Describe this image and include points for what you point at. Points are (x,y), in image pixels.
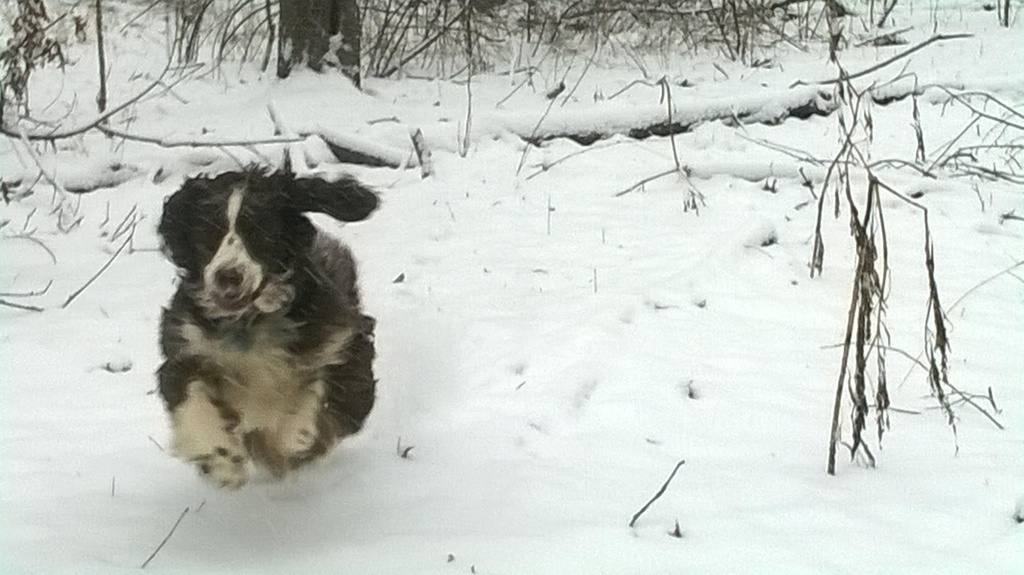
In this image we can see one dog (255,424) running in the snow (518,162), some trees (100,73), some Stems (885,244) on the snow (611,88) and the surface (992,112) is full of snow (117,462).
